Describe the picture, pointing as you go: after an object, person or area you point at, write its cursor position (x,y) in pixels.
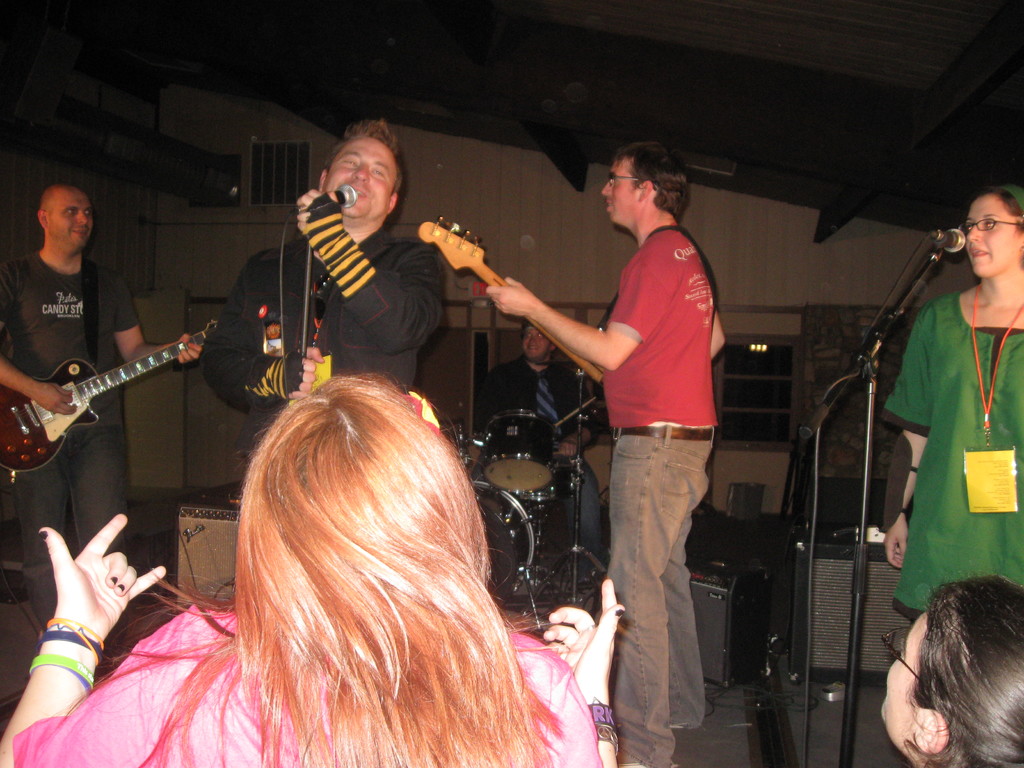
I can see a man (357,295) standing and singing a song using a mike (310,277). At the left corner of the image (64,354) I can see a man (104,449) standing and playing guitar (118,382). At the right side of the image (701,392) another man (650,356) is standing and playing guitar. I can see a women (933,451) at the right corner of the image (948,369) is standing and singing a song. At background (557,367) I can see a man (549,378) sitting and playing drums (509,469). This woman (374,658) is standing and watching the performance.
